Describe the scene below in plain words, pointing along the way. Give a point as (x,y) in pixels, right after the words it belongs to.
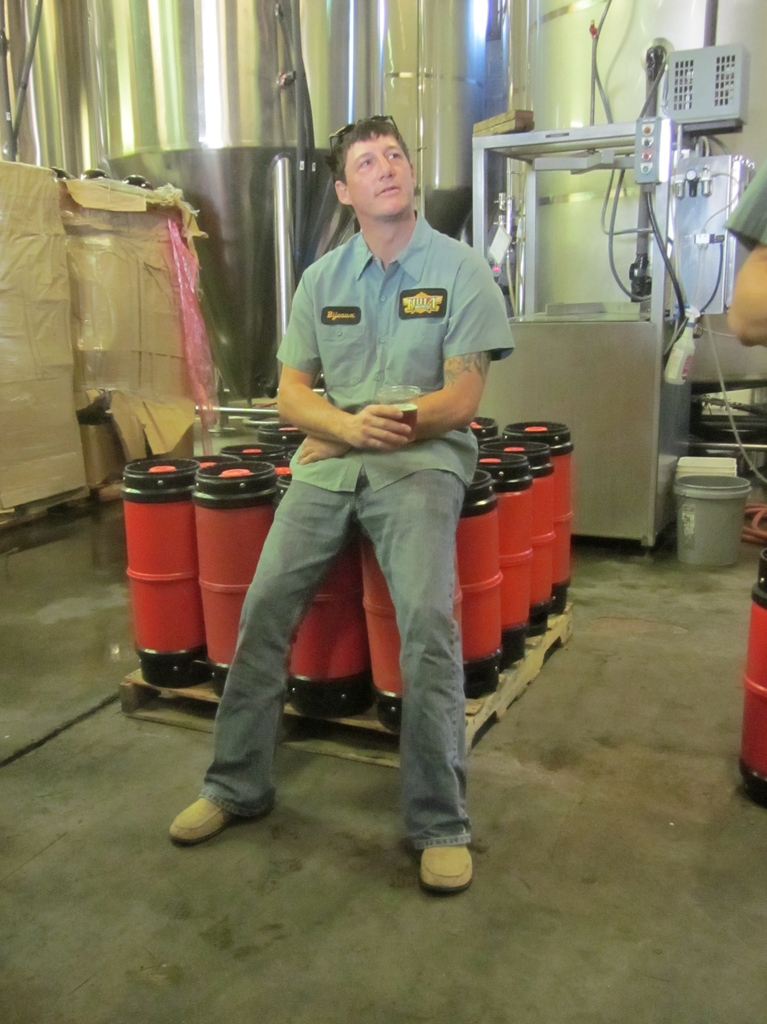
In the center of the image (305,531) we can see a man (433,660) sitting on the kegs (355,660). On the left (8,469) there are boxes (8,469). In the background (194,126) there are tanks (587,62) and we can see some equipment (638,445).
